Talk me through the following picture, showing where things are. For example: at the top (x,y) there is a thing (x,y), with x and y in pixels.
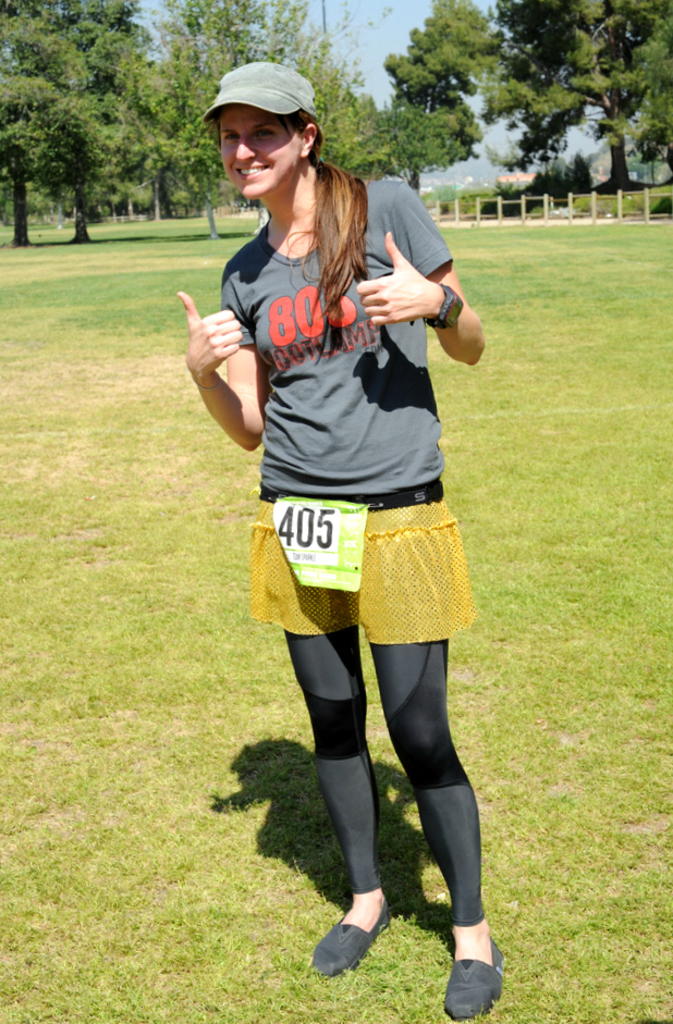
In this image I can see a woman (348,466) wearing gray color t-shirt (349,407) and yellow skirt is standing on the ground (287,714). I can see few trees (25,20) and in the background (396,8) I can see the sky (380,34).
